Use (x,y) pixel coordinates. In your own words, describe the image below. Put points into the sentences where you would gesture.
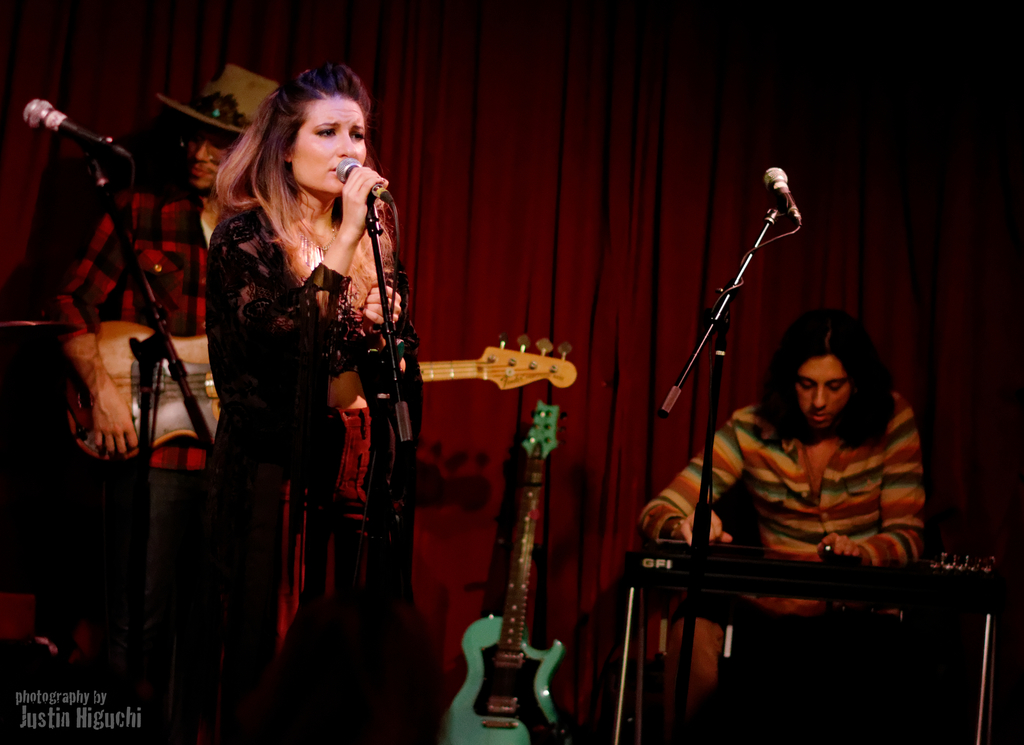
This is the woman (299,283) standing and singing a song. These are the mics (350,174) attached to the mike stands (405,439). Here is the man (784,507) sitting and playing steel guitar (670,569). This is a guitar (474,713) which is green in color. I can see another person (197,324) standing and playing guitar (125,348). This is the red color cloth (535,169) hanging at the background (603,137).
